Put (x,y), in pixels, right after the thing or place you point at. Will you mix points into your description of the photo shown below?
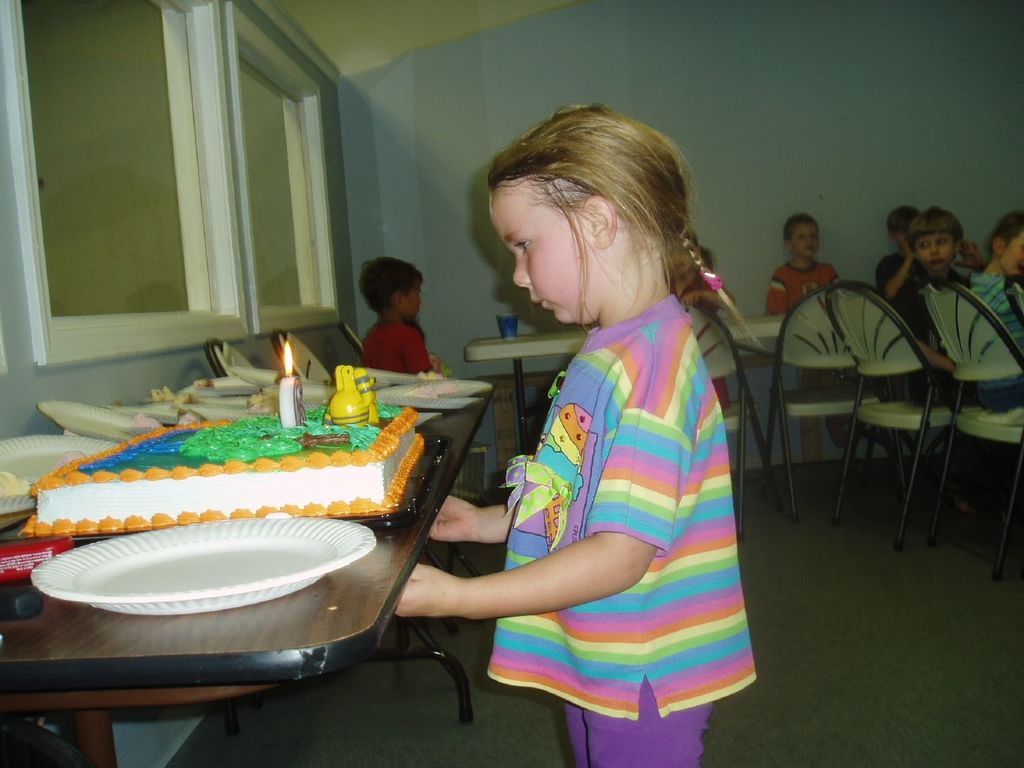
In this picture there is a cake (423,446) and serving plates (269,575) on the table (200,630) one girl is standing before the table (218,632) staring at the cake (394,482), the other children (985,288) sitting behind the girl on the chairs (995,312) there are two glass windows (148,5) in front of the girl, a blue glass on the table (515,342) at the right side of the girl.
